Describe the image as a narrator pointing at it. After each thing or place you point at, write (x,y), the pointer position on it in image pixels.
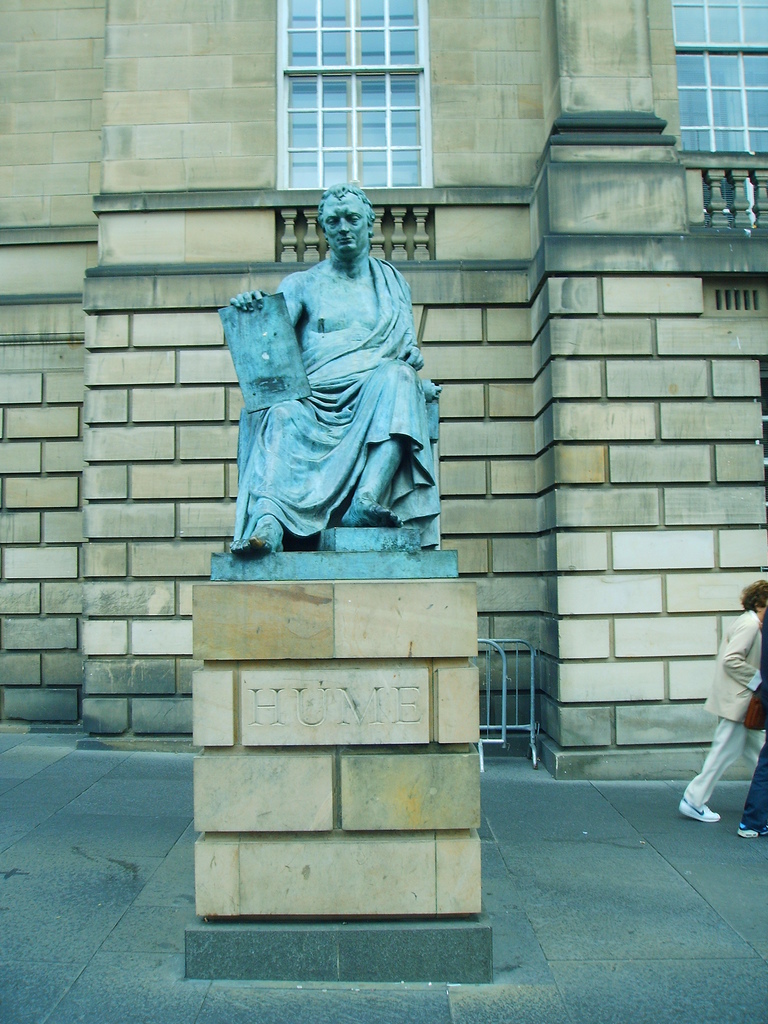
In this picture I can see a statue (353,358) of a person (342,365) sitting and holding an item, there are two persons (762,825), barriers (495,673), this looks like a building (603,183) with windows (304,14).
